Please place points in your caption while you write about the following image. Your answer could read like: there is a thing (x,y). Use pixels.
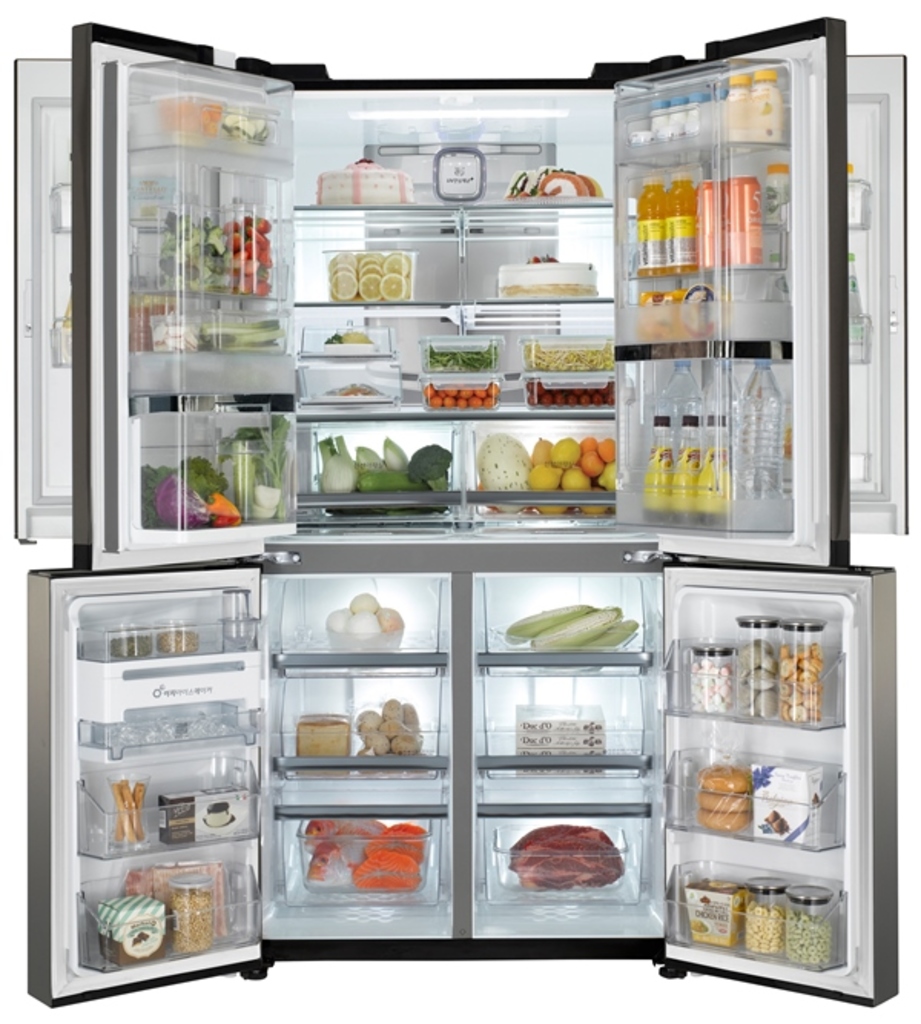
This is a picture of a fridge (576,656) which is opened, inside a fridge (156,753), we can see some vegetables (531,617), fruits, meat (320,822), juices (709,464), water bottles (702,405), bread (705,801), eggs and some dates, pastries (539,174).
